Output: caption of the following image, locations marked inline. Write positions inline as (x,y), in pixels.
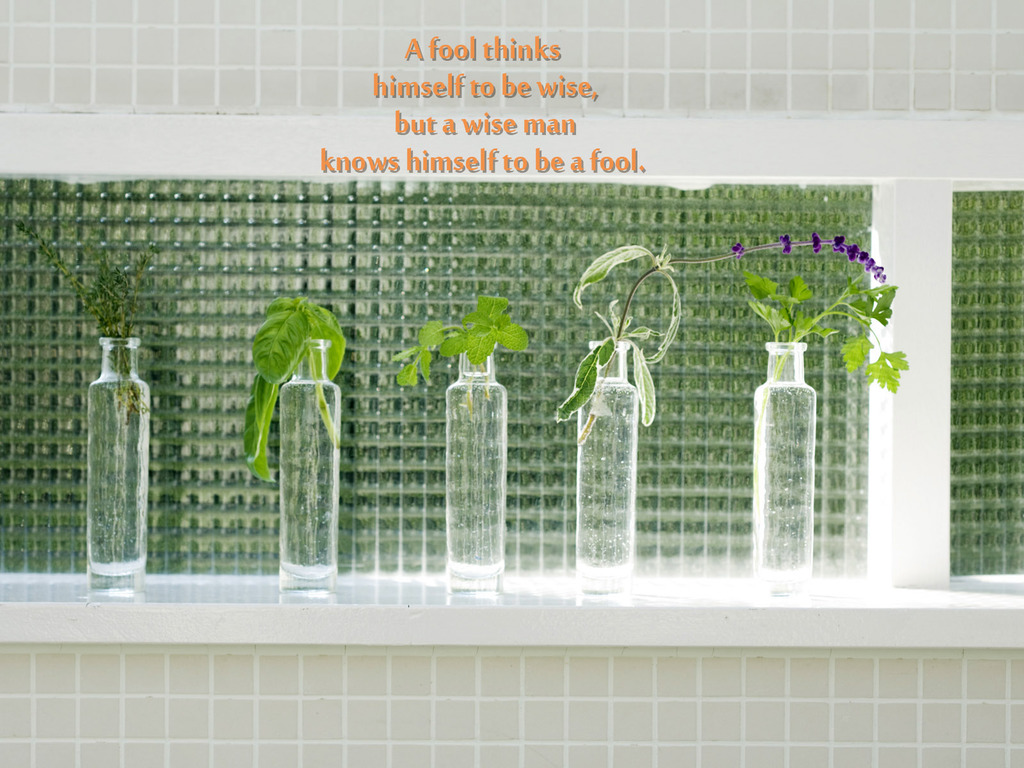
In this picture there are five bottles (588,403). There are five plants (508,342) in these bottles (99,500). These are placed on the table (709,593). Wall (367,265) is green in color at the background (267,281).
